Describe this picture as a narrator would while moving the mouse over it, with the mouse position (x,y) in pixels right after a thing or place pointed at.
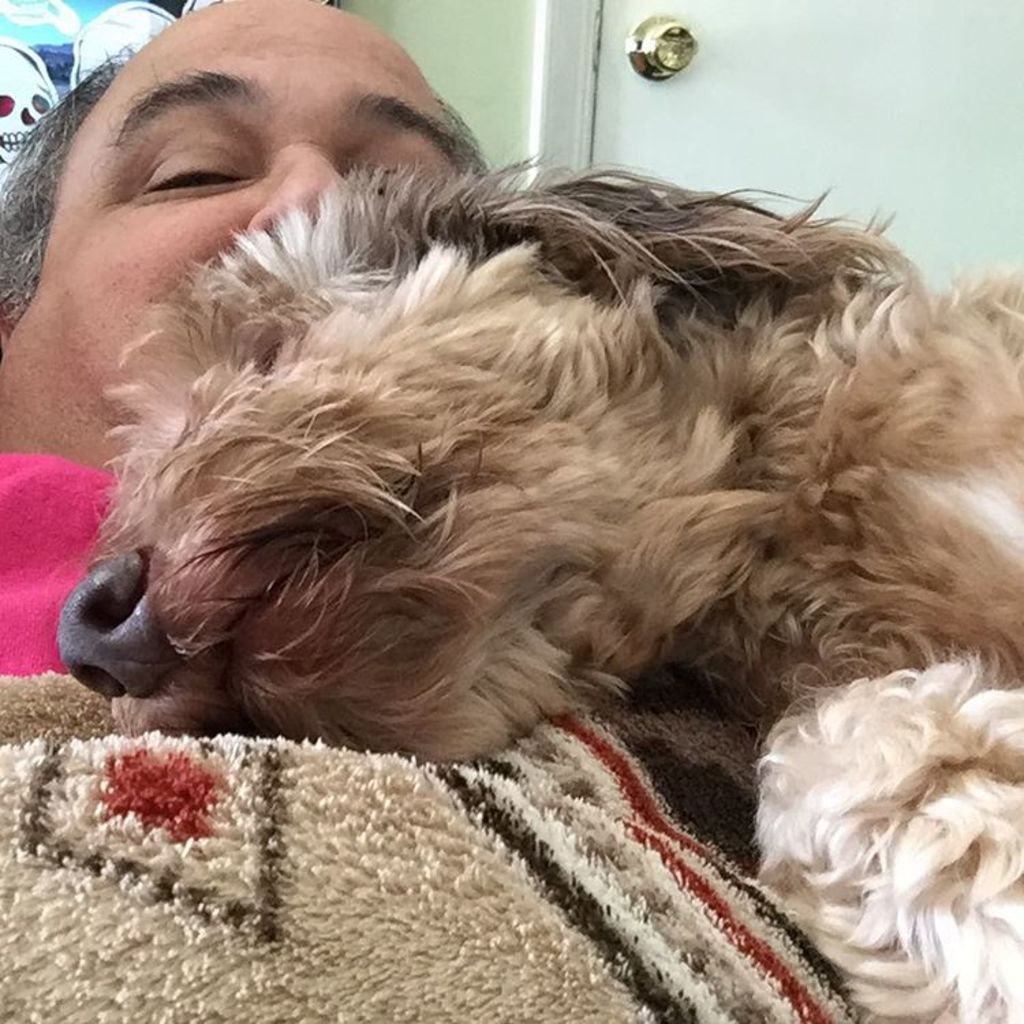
In this picture we can see a man (44,184) and this is dog (647,589). On the background (865,72) there is a door (881,100).
